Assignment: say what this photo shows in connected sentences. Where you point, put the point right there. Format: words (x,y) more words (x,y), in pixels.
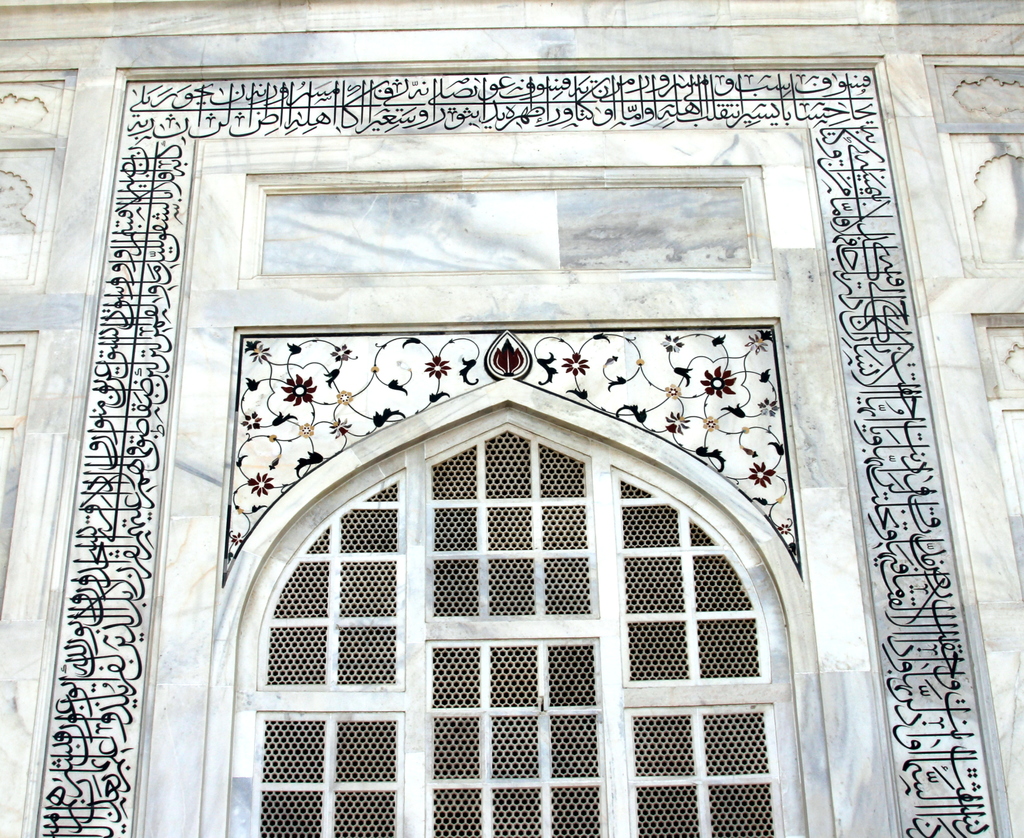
In this image there is a building (337,472) truncated, there are walls (27,291), there is a door (469,731).
